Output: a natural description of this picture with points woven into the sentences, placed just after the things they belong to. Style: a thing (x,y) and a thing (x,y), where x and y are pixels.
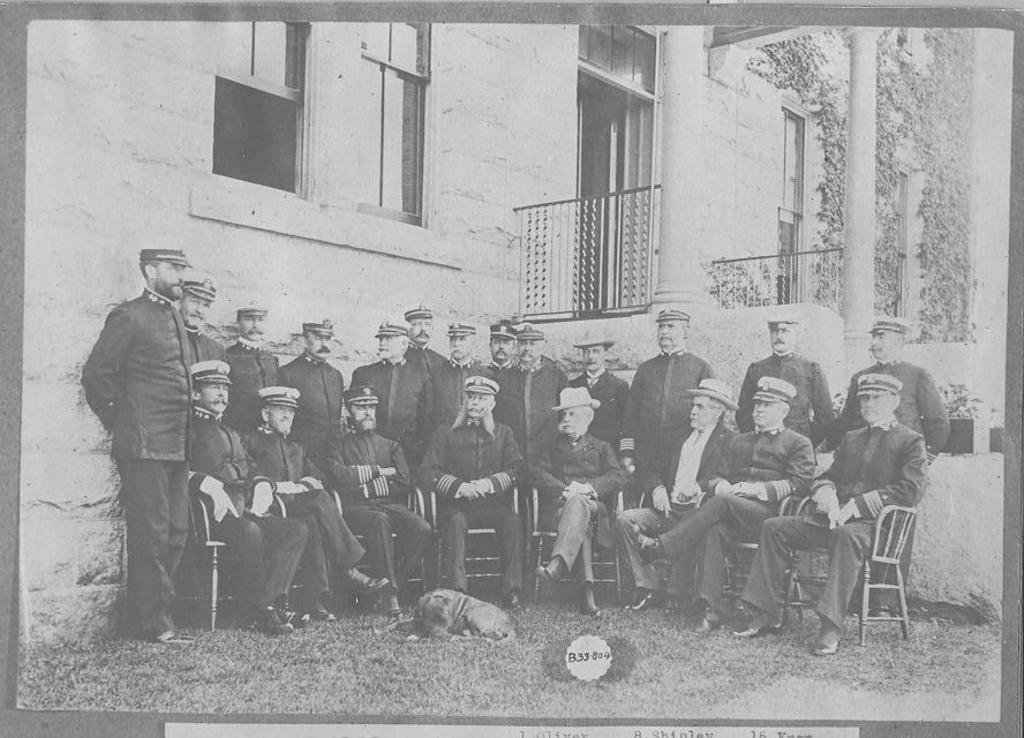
In the image in the center (447,438), we can see a few people (482,471) are sitting on the chairs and few people (445,399) are standing. And they are wearing caps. In the background (167,81) there is a building (658,178), pillars (865,283), plants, windows (304,150), fences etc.
